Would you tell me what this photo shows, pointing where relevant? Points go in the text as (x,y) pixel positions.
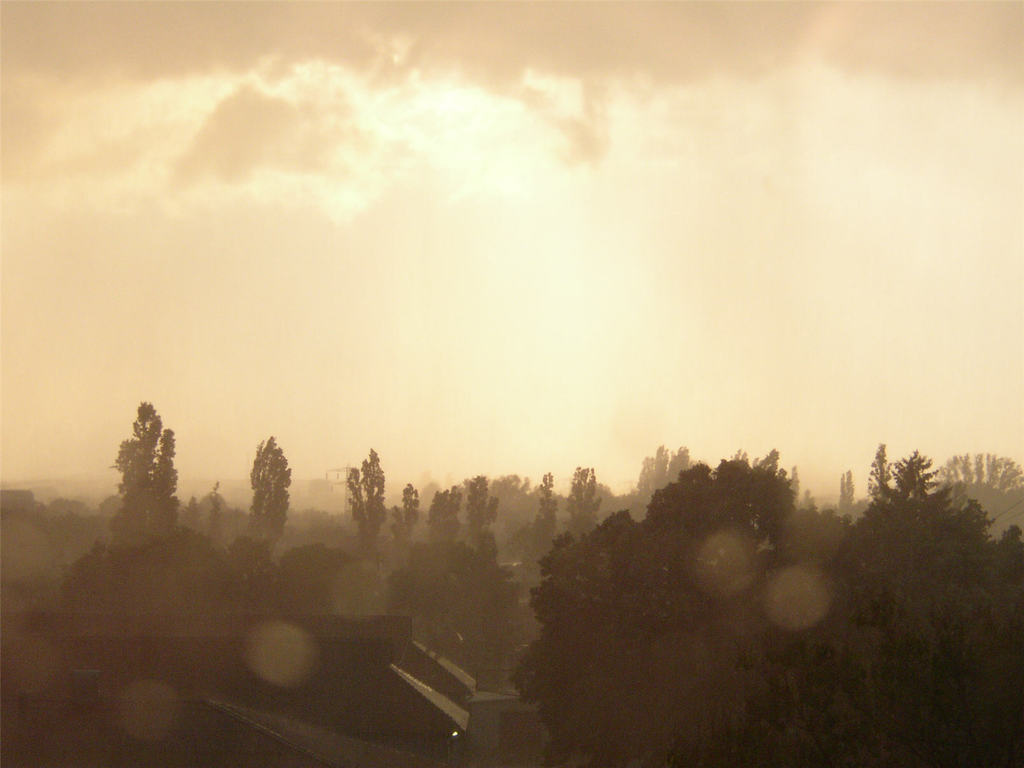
In this image there is a building (64,719), trees (824,756), sky (1011,443).
